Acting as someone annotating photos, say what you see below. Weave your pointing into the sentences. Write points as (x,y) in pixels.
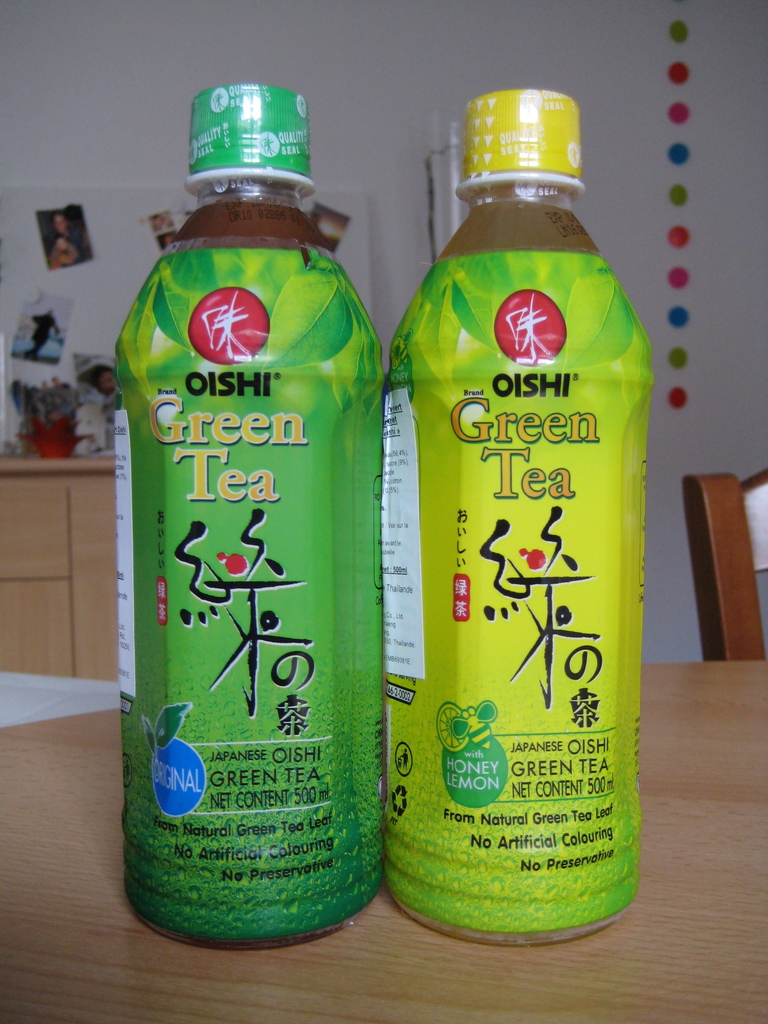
In this image i can see two bottles (290,424) on the table (527,960). In the background (360,72) i can see a wall (364,72), few photos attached to it and a chair (712,586).
